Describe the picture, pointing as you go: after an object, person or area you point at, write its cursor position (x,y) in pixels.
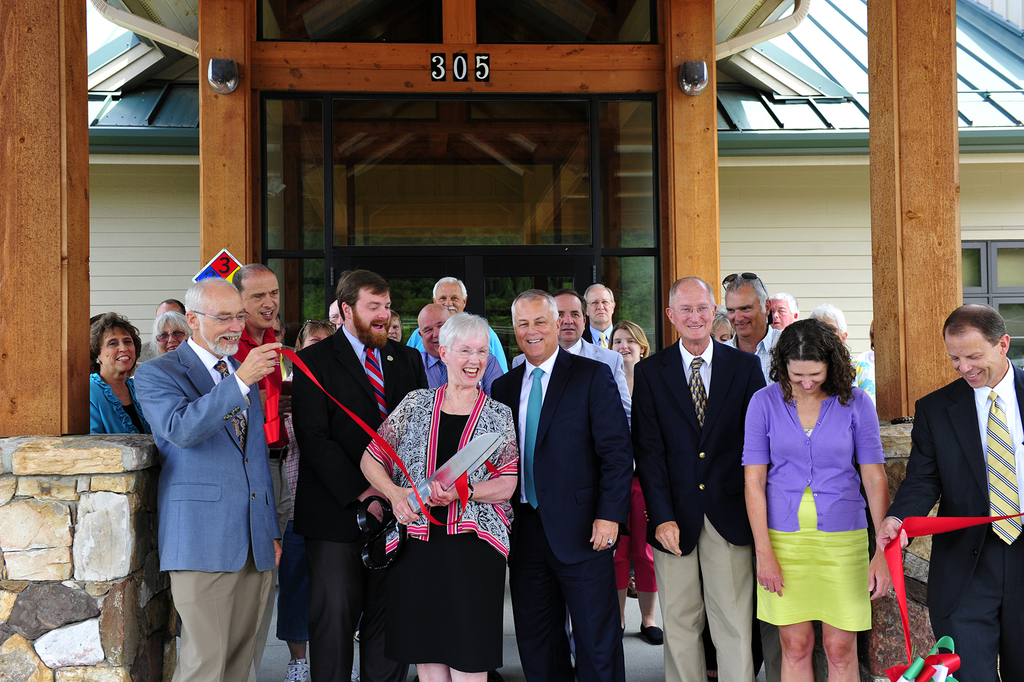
In this picture there is a group of men and women (400,422) standing and smiling. In the front (379,491) there is a woman (510,492) holding a big scissor (402,531) and cutting the red ribbon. Behind we can see the house (238,171) with big glass door (432,239).
